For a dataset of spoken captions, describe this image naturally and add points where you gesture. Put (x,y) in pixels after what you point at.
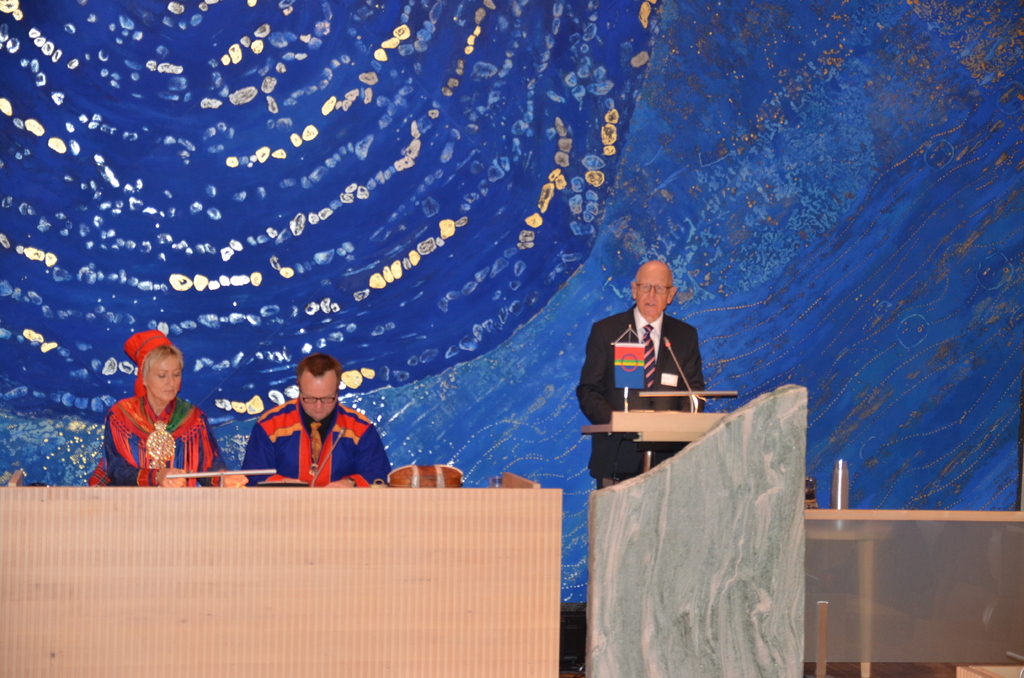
In this image at front (366,511) there is a table (329,552). Behind the table (361,489) there are two persons (113,408) sitting on the chairs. Beside the table (510,495) there is a dais (794,495) and on top of the dais (752,417) there is a mike (689,389). Behind the dais (658,425) there is a person (599,363) standing. At the back side (690,223) there is a wall (754,198).
